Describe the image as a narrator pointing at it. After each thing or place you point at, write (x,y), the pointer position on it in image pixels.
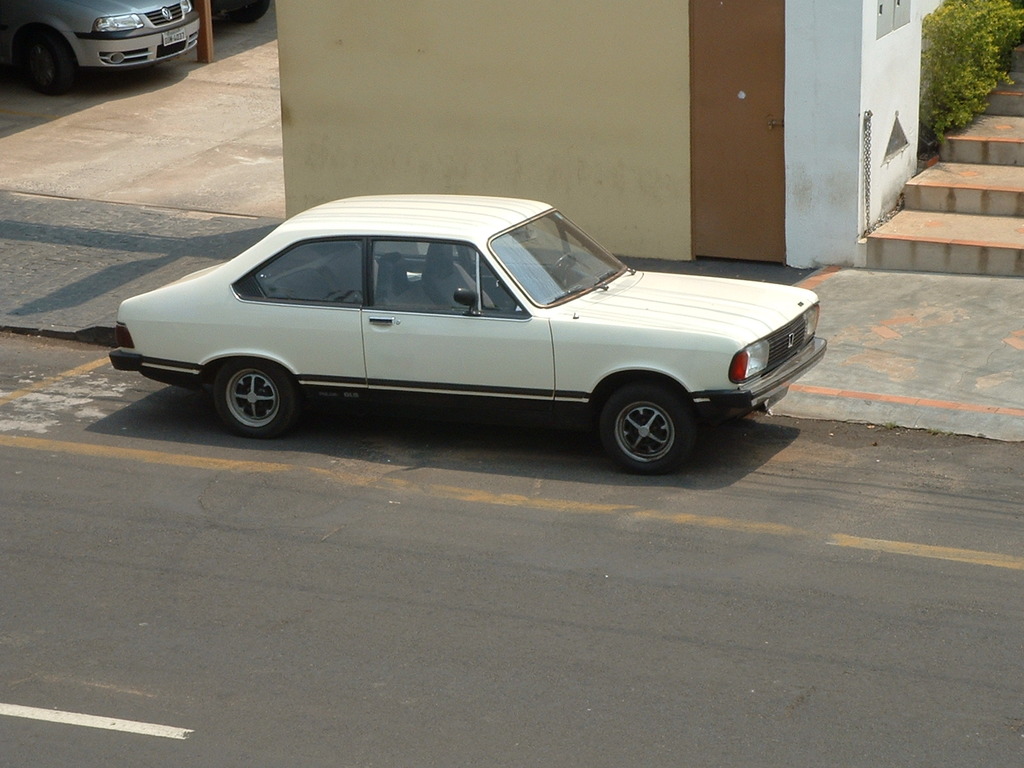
Here we can see vehicles (100,52), wall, steps (949,199) and plants (933,106). This car (630,341) is on the road (521,490).
